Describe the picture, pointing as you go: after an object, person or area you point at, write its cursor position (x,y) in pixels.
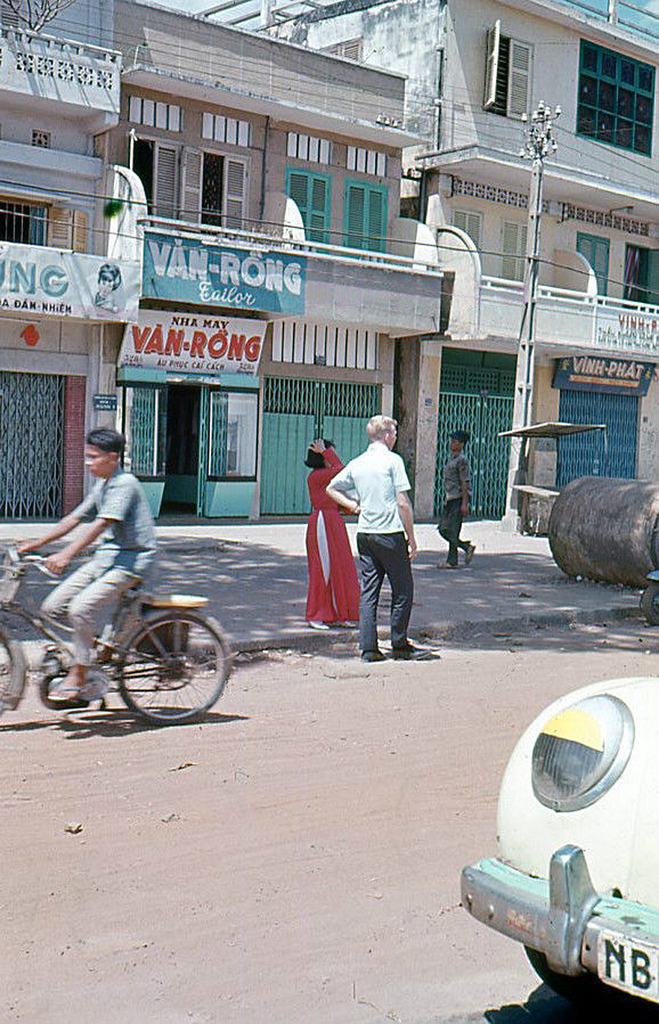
There is an outside view of a picture. There are three persons (469,479) standing and wearing colorful clothes (468,477). There is an another person (132,538) riding a bicycle (124,690) on the left of the image (104,477). There are some building (53,121) on the top of the image (281,341). There is a car (606,801) in the bottom right of the image (603,721).
